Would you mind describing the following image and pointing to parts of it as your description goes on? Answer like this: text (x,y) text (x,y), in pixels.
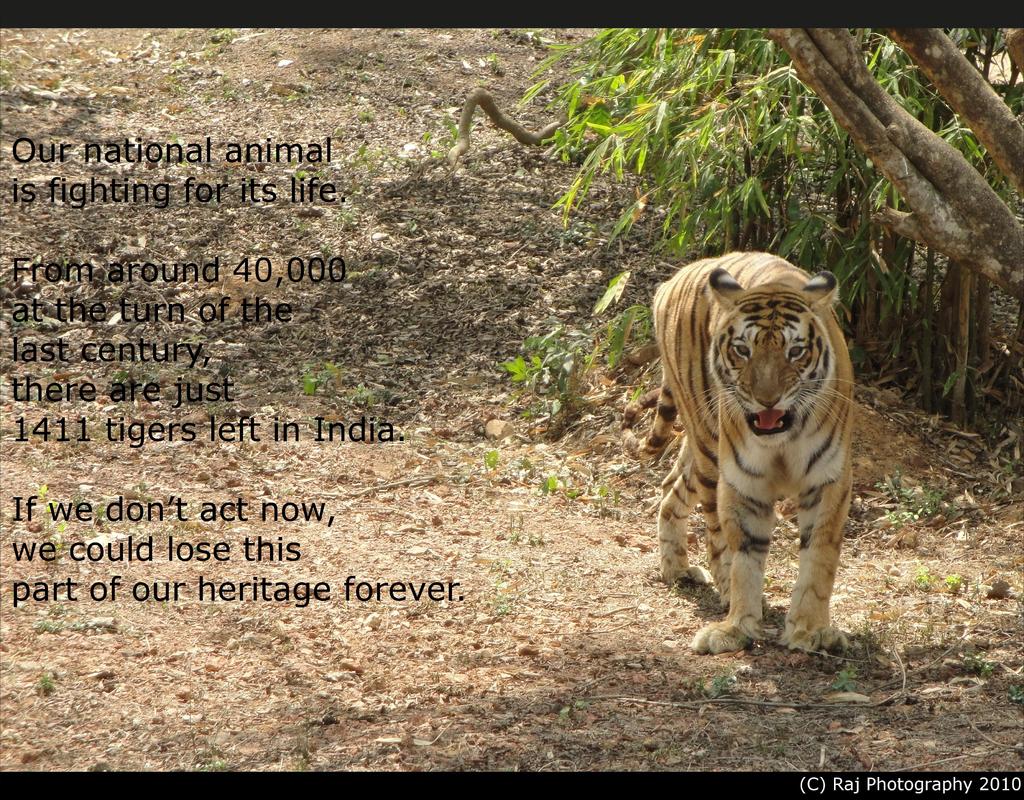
This looks like a poster. Here is a tiger (700,451) standing. These are the trees (758,99). I can see the letters (96,176) in the image. In the bottom right corner of the image (829,787), I can see the watermark (879,789).
